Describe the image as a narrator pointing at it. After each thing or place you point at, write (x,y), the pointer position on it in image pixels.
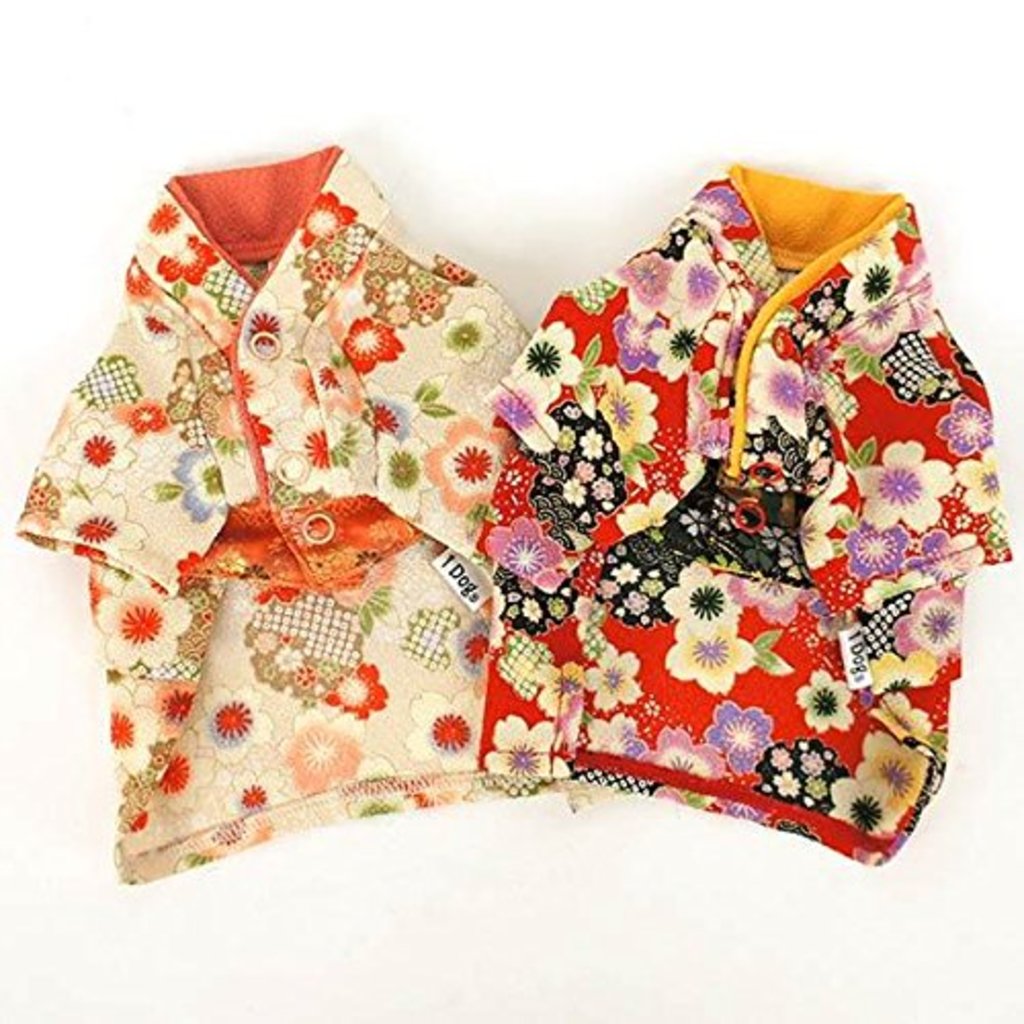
In the image on the white floor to the left side (239,313) there is a dress (246,447) with orange flowers (189,273). And to the right side of the image (850,401) there is a red dress (704,366) with white and violet flowers (703,326) in it.
